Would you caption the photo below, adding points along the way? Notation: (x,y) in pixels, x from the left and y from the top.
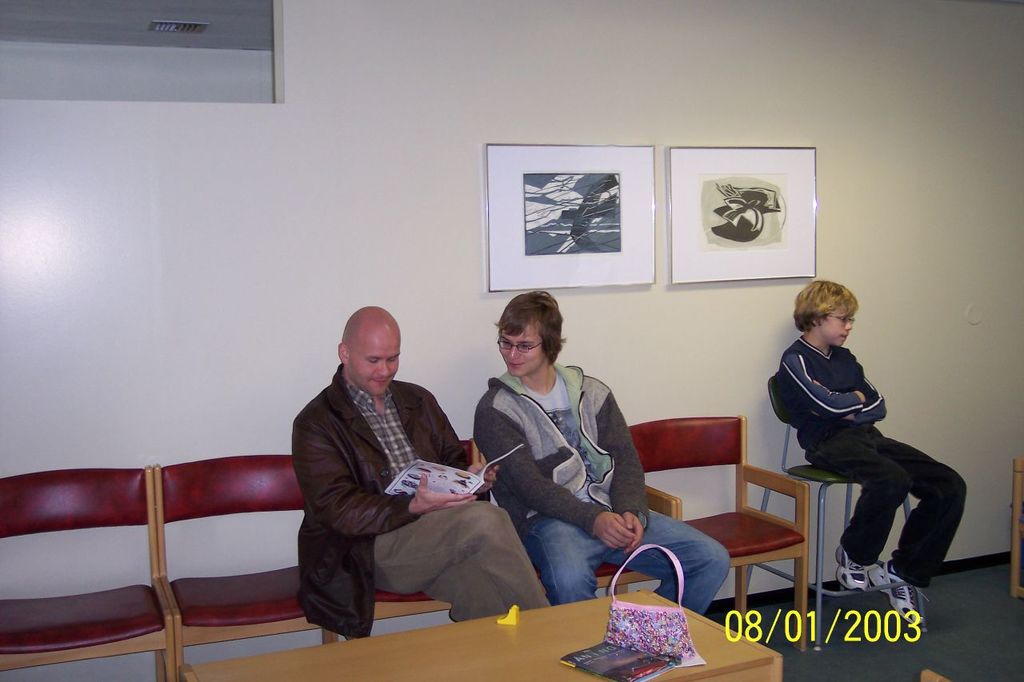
In this image, I can see three persons (547,498) sitting on the chairs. At the bottom of the image (608,678), I can see a handbag (653,624), book (580,659) and an object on the table (729,662). There is a watermark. In the background (655,280), I can see the photo frames (617,266) attached to the wall (795,146).
